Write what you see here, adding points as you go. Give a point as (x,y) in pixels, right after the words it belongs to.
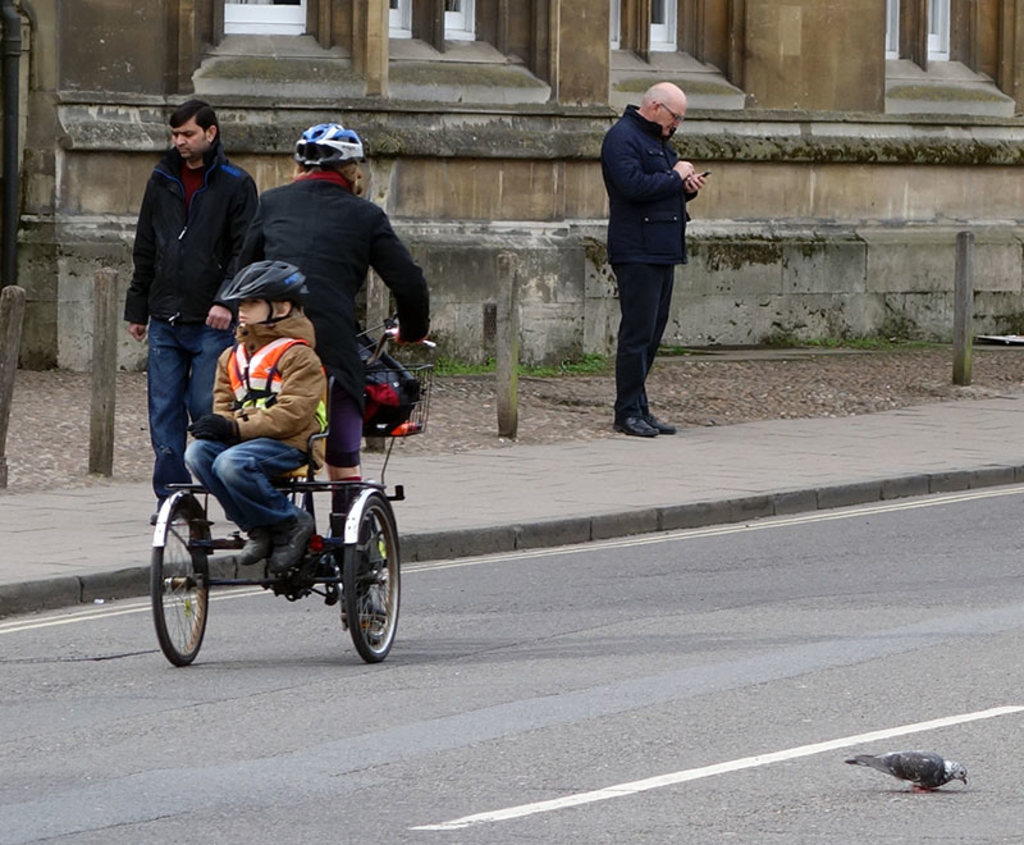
This picture is clicked on a road (567,636). To the left corner of the image (176,408) there is a man (161,421) walking on a walk way (99,525). On the road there is man (350,429) riding bicycle (348,523) and a boy (275,511) is sitting behind him. They both are wearing jackets (312,323) and helmets (258,278). There is another man (635,319) standing on the walkway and looking at his mobile phone (708,176). To the below right corner of the image (906,768) there is bird (930,779) on the road (982,738). In the background (893,267) there is a building (761,66) and grass (552,365).
